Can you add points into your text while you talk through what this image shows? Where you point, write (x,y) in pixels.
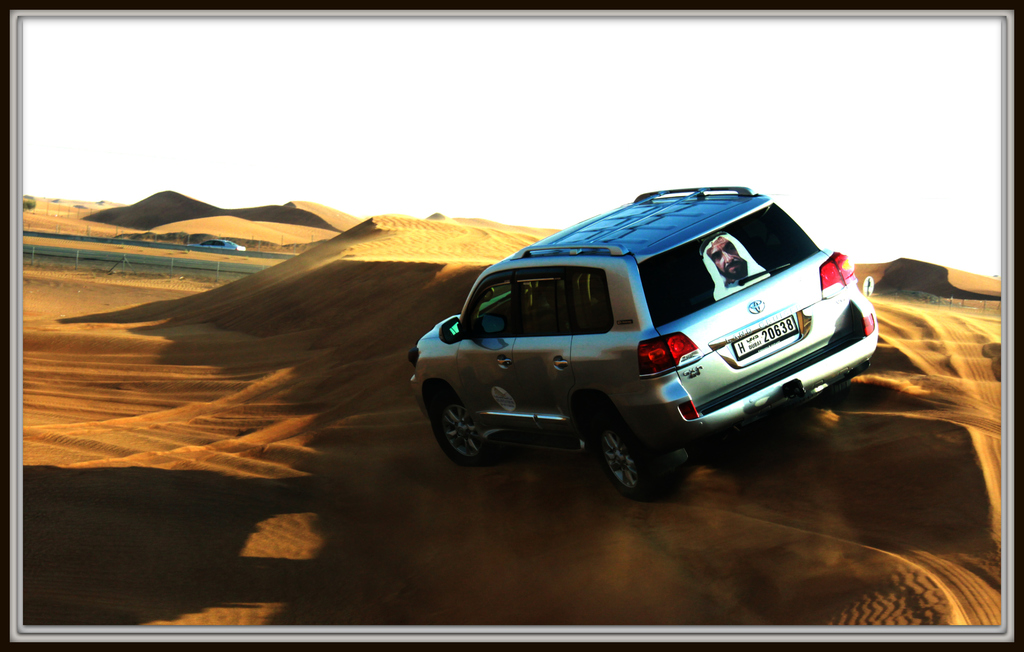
This picture seems to be an edited image with the borders (78,9). On the right (758,335) we can see a car (589,328) and we can see the picture (743,254) of a person (732,259) on the car (692,326) and we can see the sand (311,316). In the background (117,121) we can see the sky (263,103), a vehicle (221,241) and some other objects (182,247).
